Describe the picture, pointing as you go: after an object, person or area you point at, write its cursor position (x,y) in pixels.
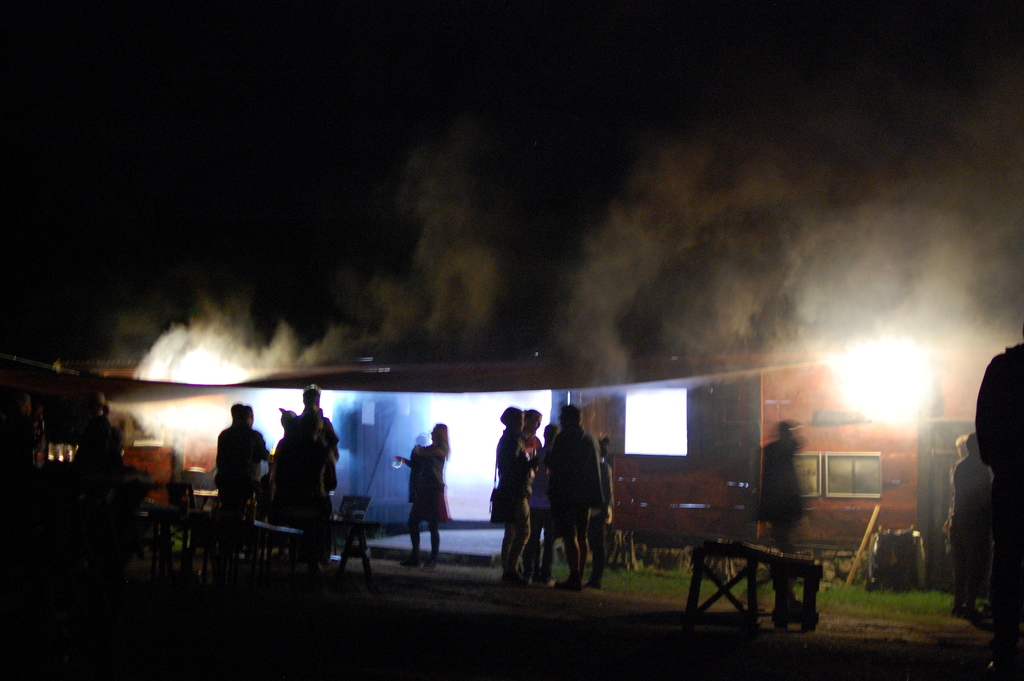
In this image, I can see the tables (758,556), groups of people (559,511) standing and few other objects (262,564). It looks like a house (658,416) and smoke (745,322). There is a dark background (204,134).
